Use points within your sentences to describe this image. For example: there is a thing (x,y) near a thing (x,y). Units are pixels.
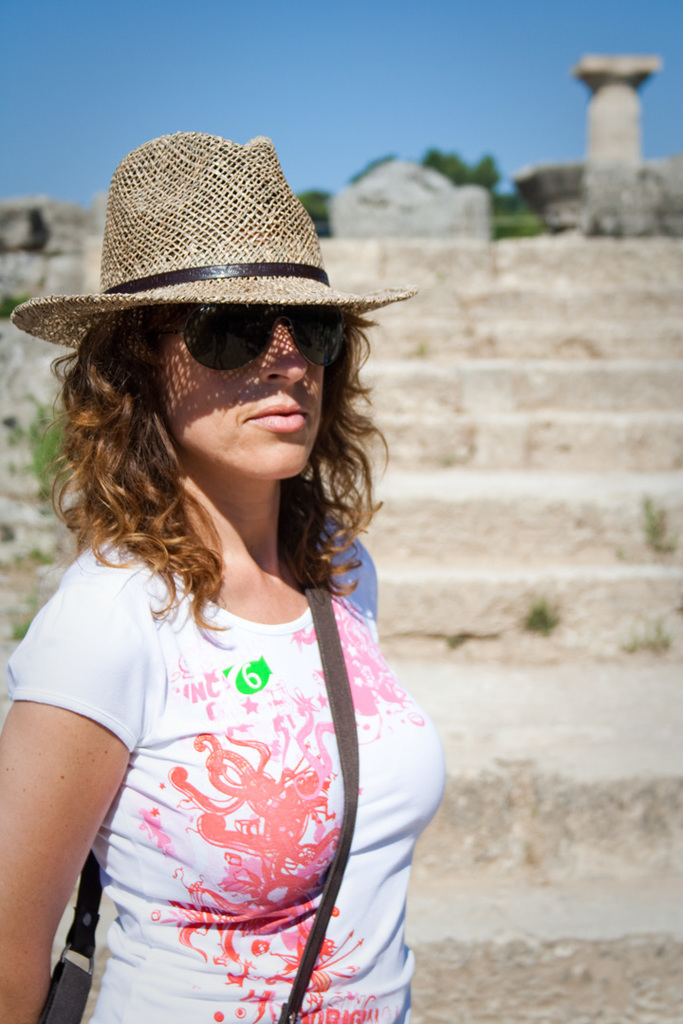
In this picture we can see a woman (239,1020) wore a cap (257,186) and goggles (253,332). In the background (571,299) we can see steps (465,436), stones (464,186), trees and the sky (364,78).
